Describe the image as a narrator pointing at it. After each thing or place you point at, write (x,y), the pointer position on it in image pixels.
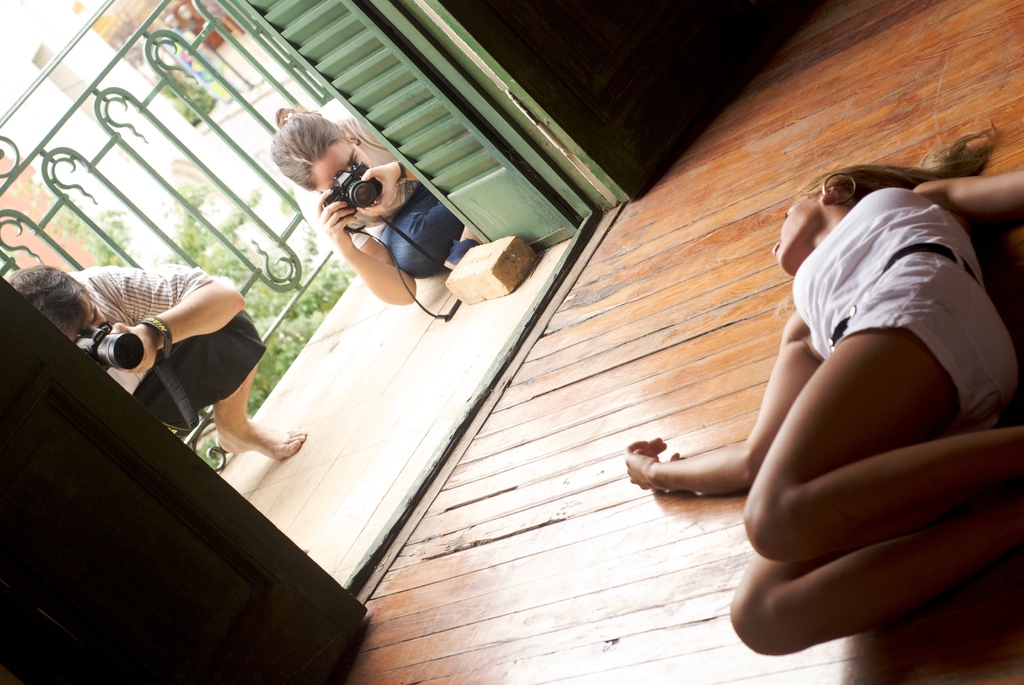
A lady (800,434) is lying on the wooden floor (594,286). There is a door (440,101). Beside the door (490,235) there is a brick (488,270). A lady (412,212) is holding a camera (379,185). And another person (190,313) is holding a camera (122,334). There is a railing (279,280). In the background (272,296) there are trees (268,298).
